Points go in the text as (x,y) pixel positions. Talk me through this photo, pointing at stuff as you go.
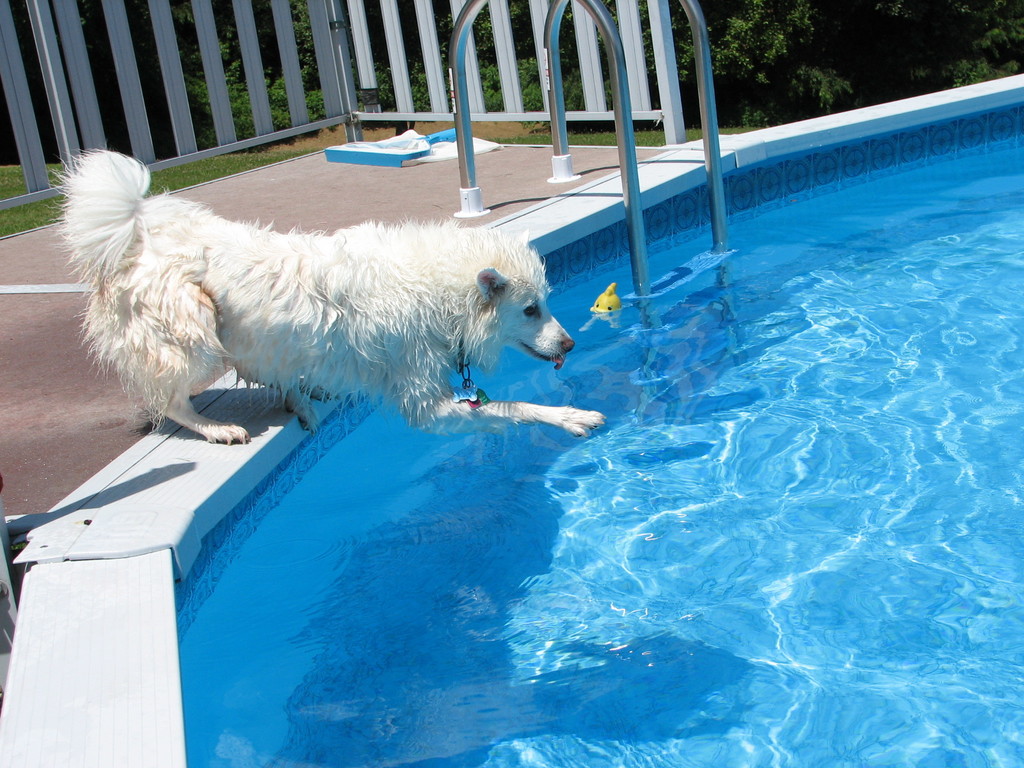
In this image I can see the dog (456,410) and the dog (456,410) is in white color and I can also see the water (607,551). Background (362,54) I can see the railing (504,57) and I can also see few plants (781,39) in green color.
